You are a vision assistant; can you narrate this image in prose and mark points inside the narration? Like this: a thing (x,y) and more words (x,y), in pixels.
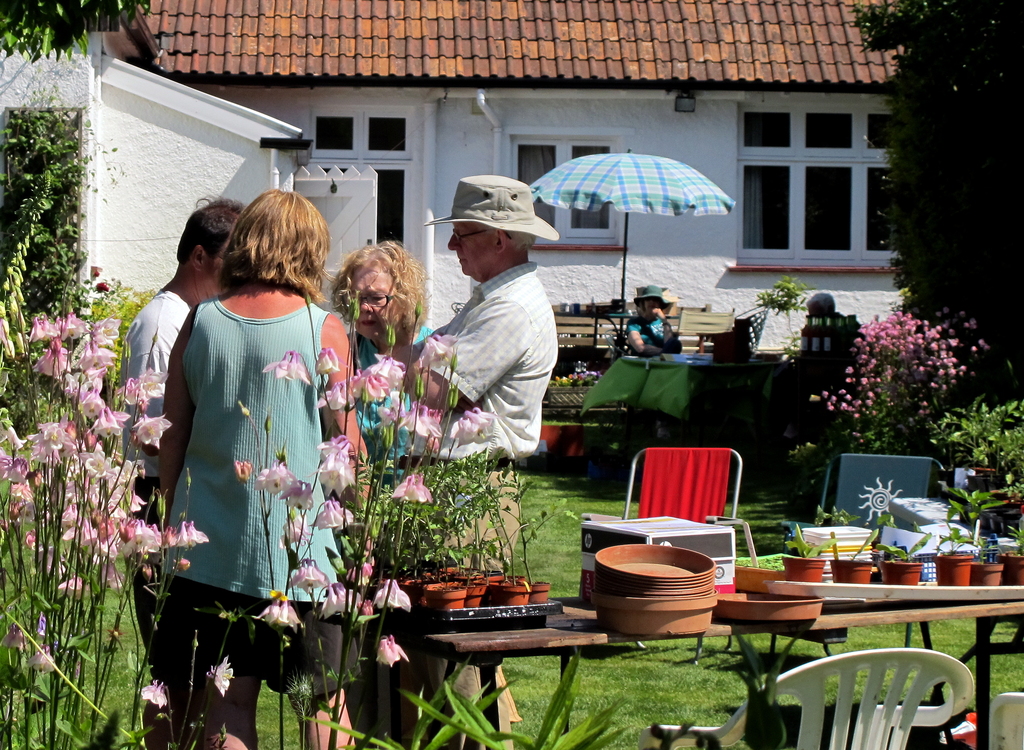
In this image there are group of people (485,382) standing behind the table (486,653) and there are two persons (638,318) sitting beside the table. There are pot (810,614), plants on the table (491,631). At the back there are two different chairs (744,530). There are trees (1020,392) at the right (989,33) and left side of the image (55,157). At the back (481,113) there is a building (449,175) with roof tiles (354,42) on the top (497,40) and there is an umbrella (605,166) in the middle of the image (626,276).
